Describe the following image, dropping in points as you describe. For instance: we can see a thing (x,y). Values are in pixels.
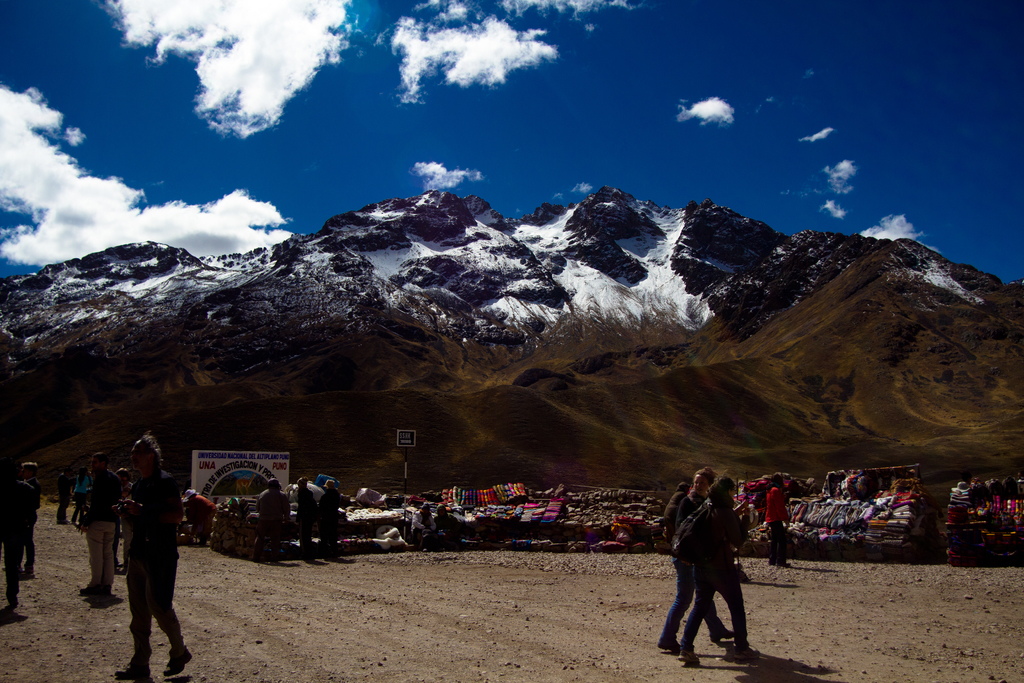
In this picture we can see few people (710,565), in the background (501,501) we can see few clothes (509,503), hoarding (244,472), hills (344,426) and clouds (293,97).
